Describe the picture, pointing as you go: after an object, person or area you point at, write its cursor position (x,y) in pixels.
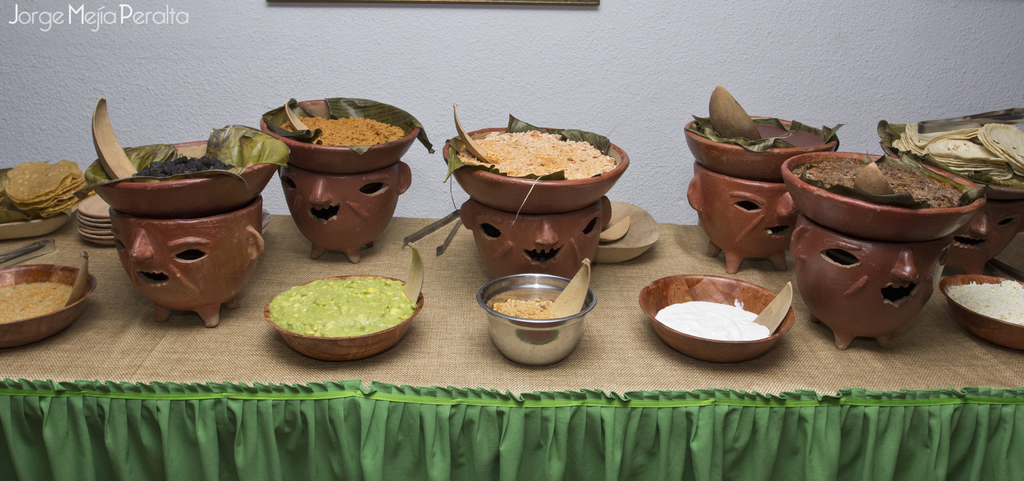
In this image we can see some food (588,161) in many bowls (911,224). There is a table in the image. There is a cloth (684,458) at the bottom of the image (700,464). There is an object (562,2) on the wall (425,5). There is some text (100,22) at the top left side of the image (133,10).
